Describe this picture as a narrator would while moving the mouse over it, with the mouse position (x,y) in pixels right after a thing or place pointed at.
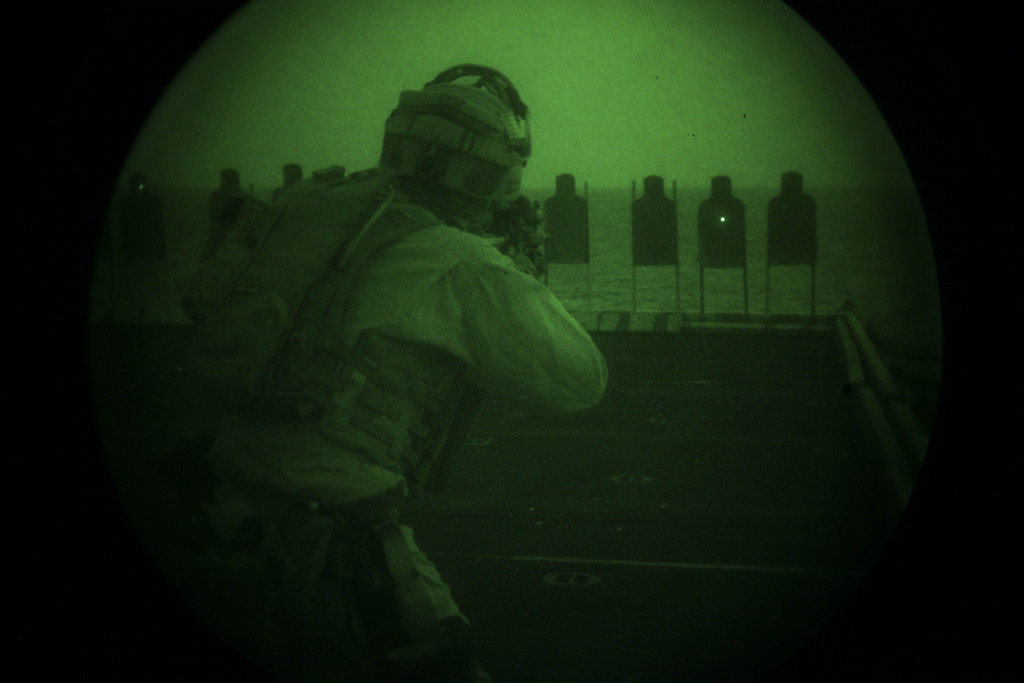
In the foreground of the picture (335,209) I can see a person (426,388) and looks like he is holding a weapon (503,206). I can see a helmet (492,129) on his head (428,181) and he is carrying a bag (291,262) on his back (398,261). In the background (565,284), I can see the target boards (735,218) and the ocean (736,198).
